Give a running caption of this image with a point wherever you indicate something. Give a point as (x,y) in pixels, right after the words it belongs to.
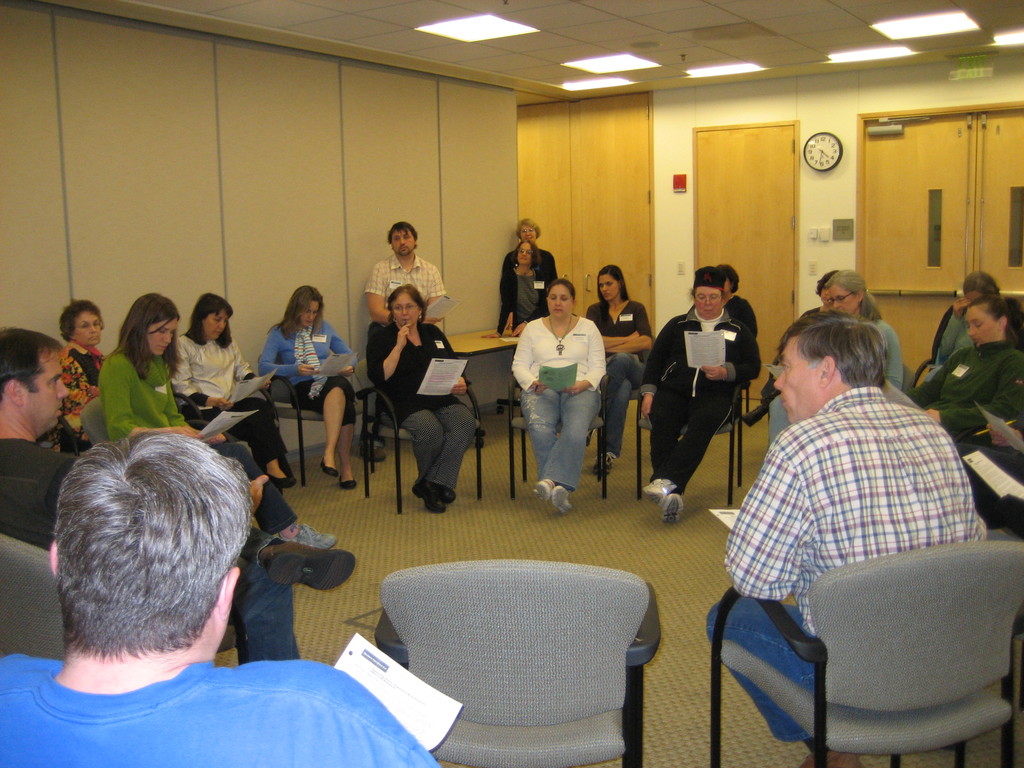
In this image, there are some people (927,469) sitting on the chairs (858,609) and there is a floor (482,525) of beige color and in the background (766,321) there are some doors (889,255) in yellow color and there is a wall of white color and there is a roof (521,65) in white color.
